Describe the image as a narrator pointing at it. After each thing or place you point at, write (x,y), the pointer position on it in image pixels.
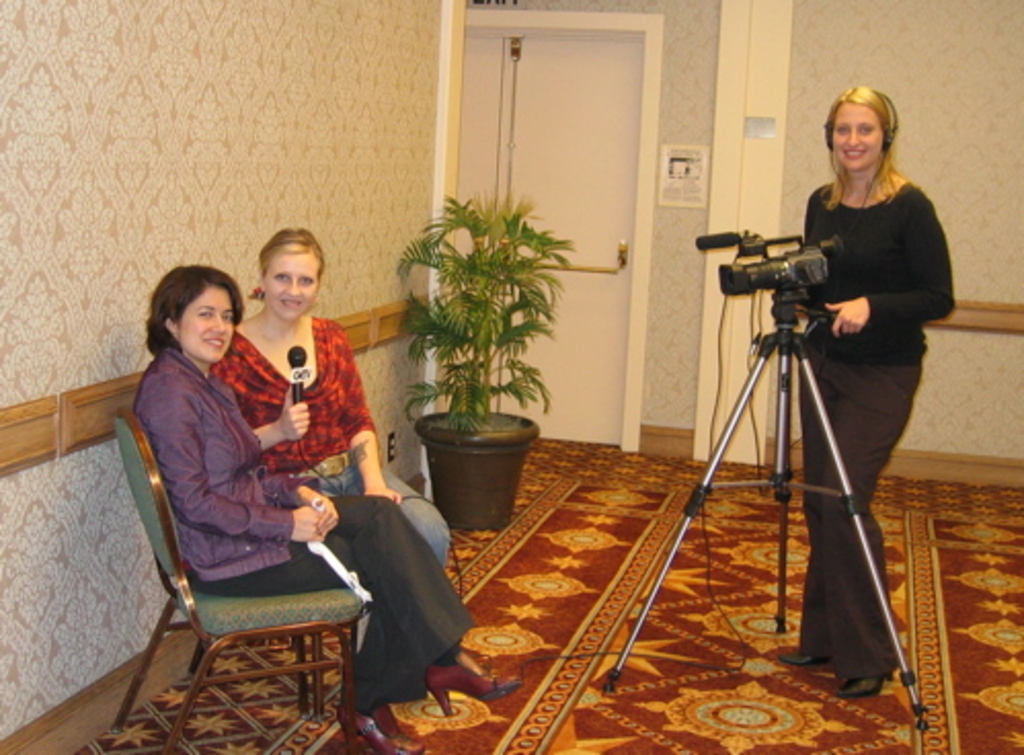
In this picture there are two women (232,422) sitting on a chair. There is a mic (301,378). There is a woman (903,260) standing. There is a camera (720,281) and a flower pot (488,402). There is a door (613,193) and a carpet (626,661).
